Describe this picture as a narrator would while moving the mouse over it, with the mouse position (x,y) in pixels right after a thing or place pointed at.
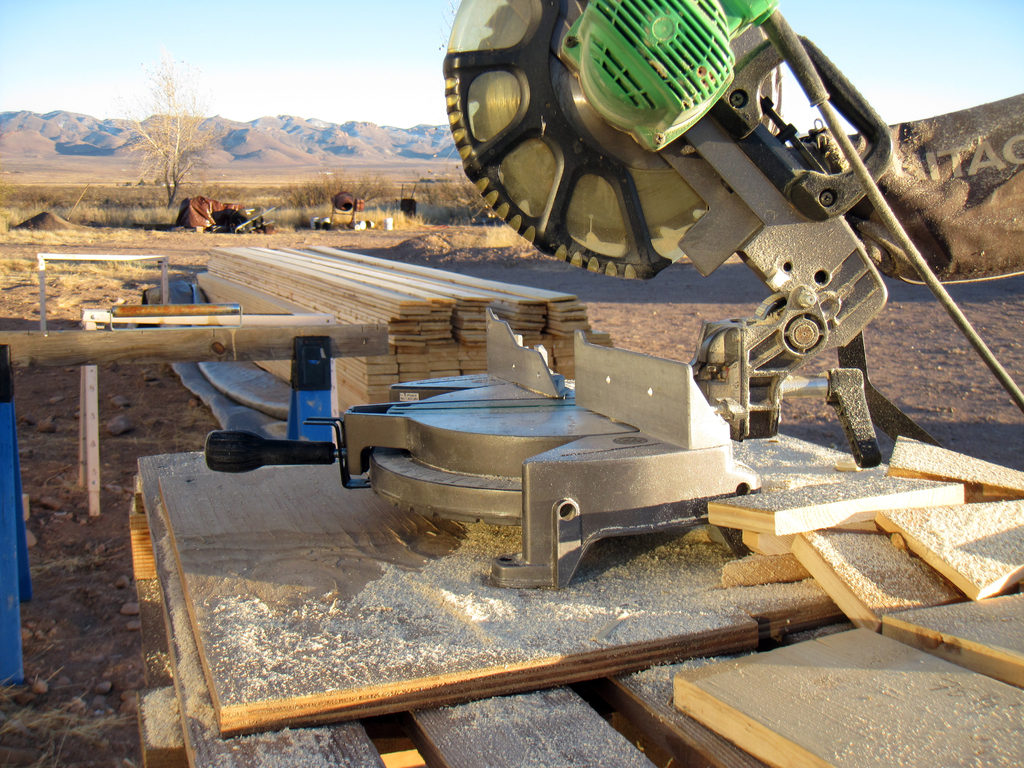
In this picture we can see a machine (590,98). There is a sand (391,671) and a few wooden objects (153,666). We can see a tree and other objects (236,221) on the path (187,236). Some text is visible on the right side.
